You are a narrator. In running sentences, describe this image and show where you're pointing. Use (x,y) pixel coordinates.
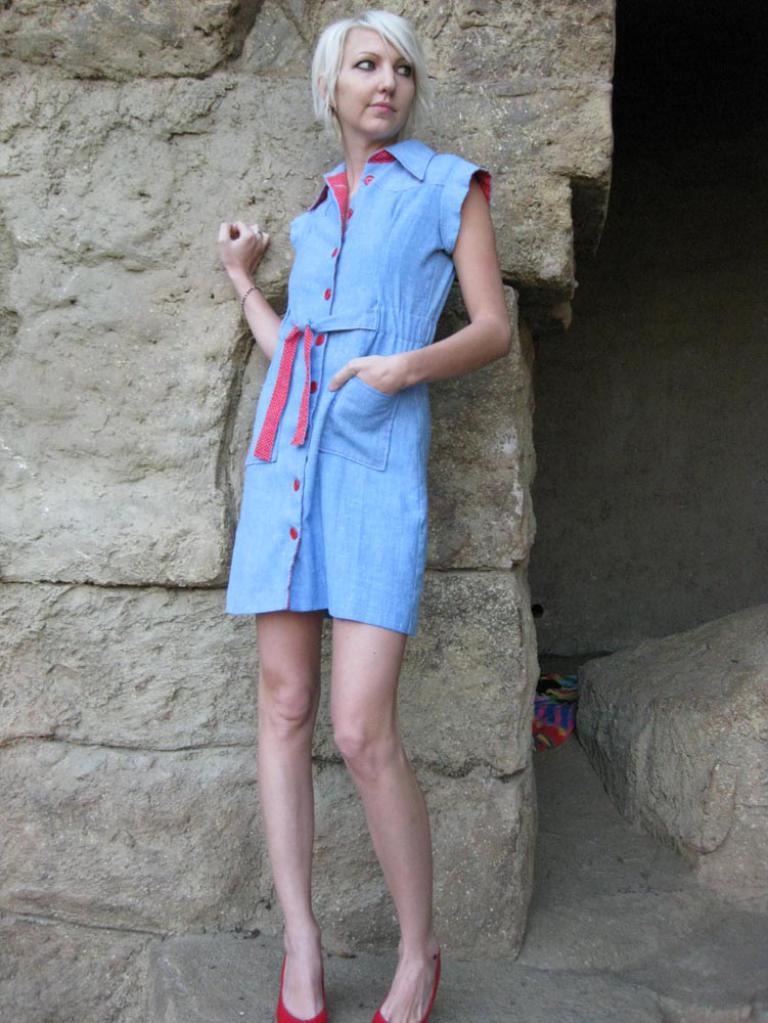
In this image there is a woman (388,261) who is wearing the blue dress (341,334) is standing in the middle (344,564). Behind her there is a wall (115,37).
